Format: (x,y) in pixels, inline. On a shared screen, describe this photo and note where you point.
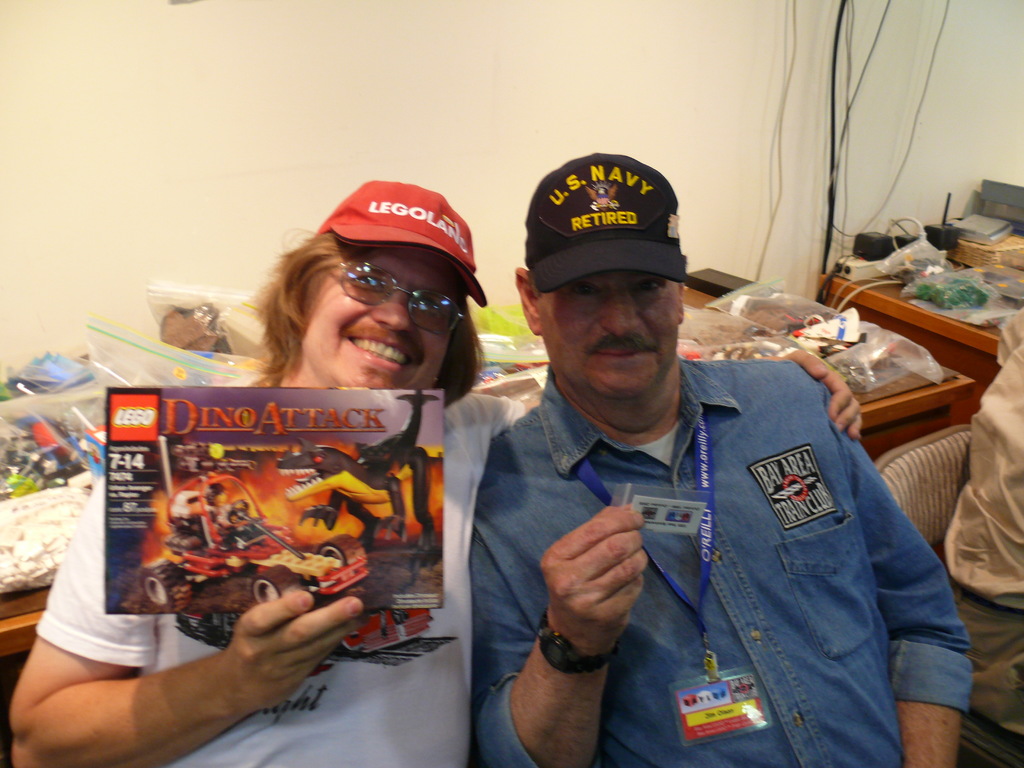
In this image I can see two persons (733,529) sitting, the person (744,586) at right (819,586) is wearing blue color shirt (773,460) and holding the card (691,526). In the background (884,371) I can see few objects (60,424) on the table (884,401) and I can see the wall (358,97) in white color.
